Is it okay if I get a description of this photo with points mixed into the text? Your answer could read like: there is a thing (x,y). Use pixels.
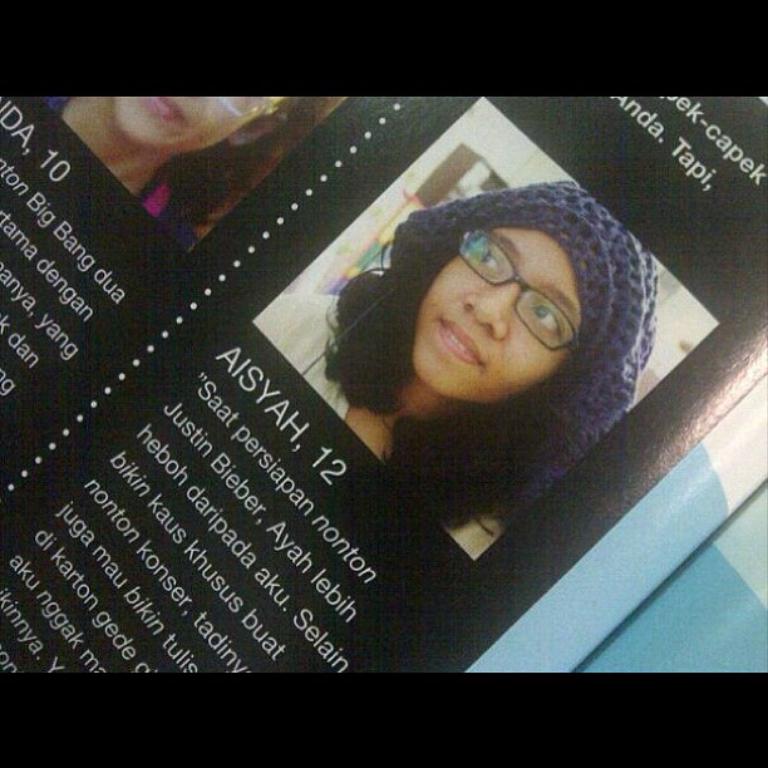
Here, we can see a black color paper (517,563), on that there are some pictures (450,141) of the girls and there is text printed on it.
